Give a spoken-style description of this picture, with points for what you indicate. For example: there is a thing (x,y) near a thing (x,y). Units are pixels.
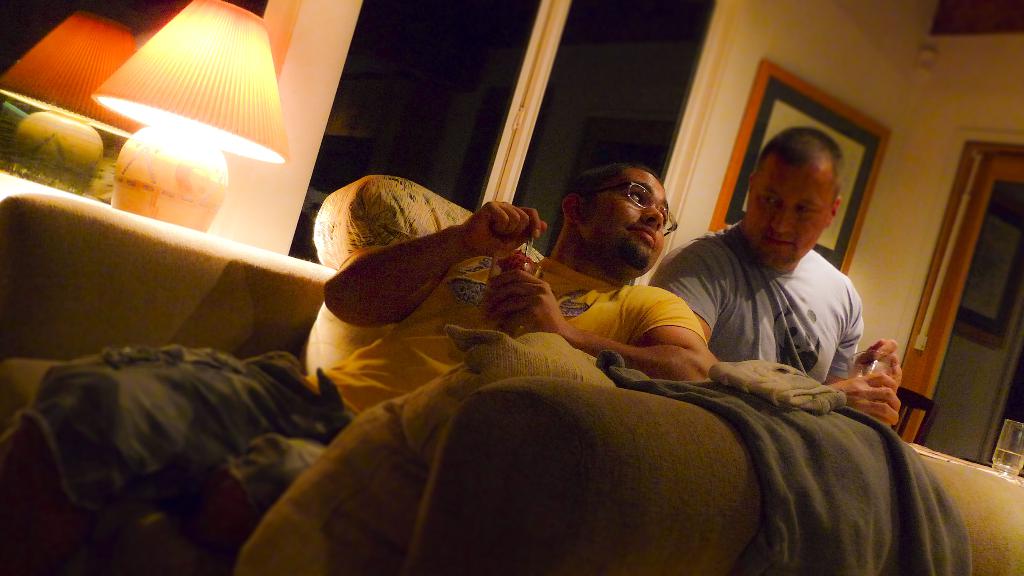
In this image we can see people (480,303) sitting on the sofa (549,398). On the right (1008,436) there is a glass (1006,450). On the left (81,139) there are lamps (70,148). In the background (456,170) there is a window (542,121) and we can see a door (954,367). There is a frame (856,169) placed on the wall (890,259). We can see clothes (796,489).
